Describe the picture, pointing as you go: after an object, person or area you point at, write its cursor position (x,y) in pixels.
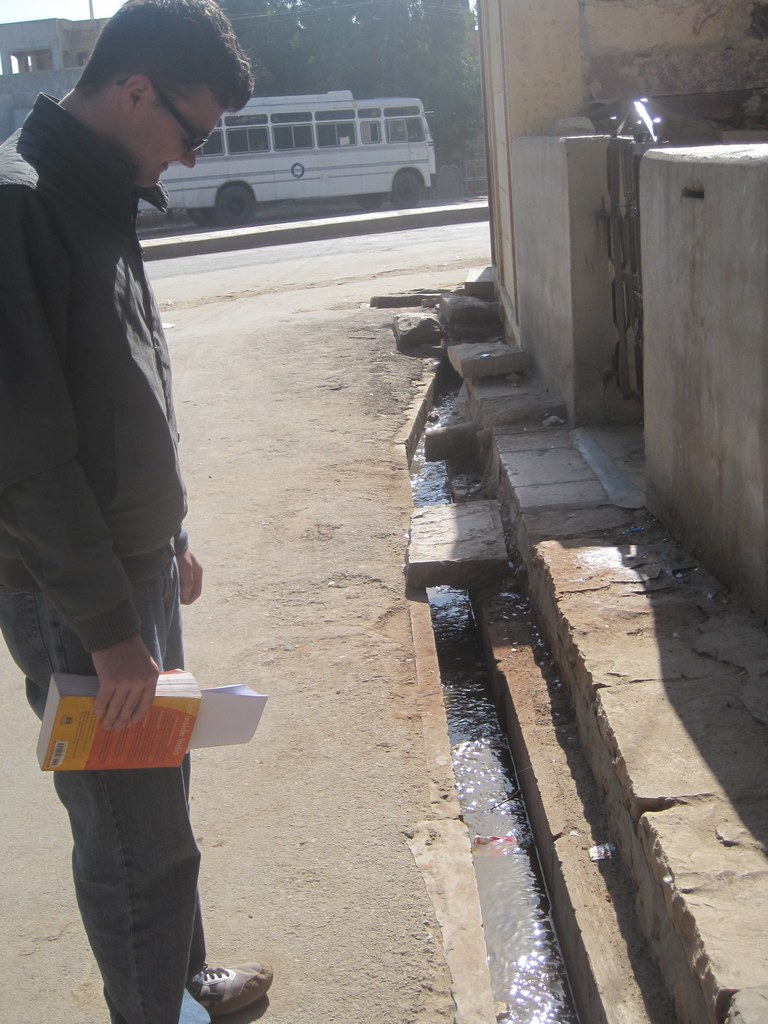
In this image on the left side (124,373) there is one person (167,893) who is standing, and he is holding a book (174,732) and some papers (239,717) and on the right side (632,248) there is a house gate (634,187) and drainage (535,887). In the background (312,150) there is bus (300,154), house (46,62) and some trees (319,50).
